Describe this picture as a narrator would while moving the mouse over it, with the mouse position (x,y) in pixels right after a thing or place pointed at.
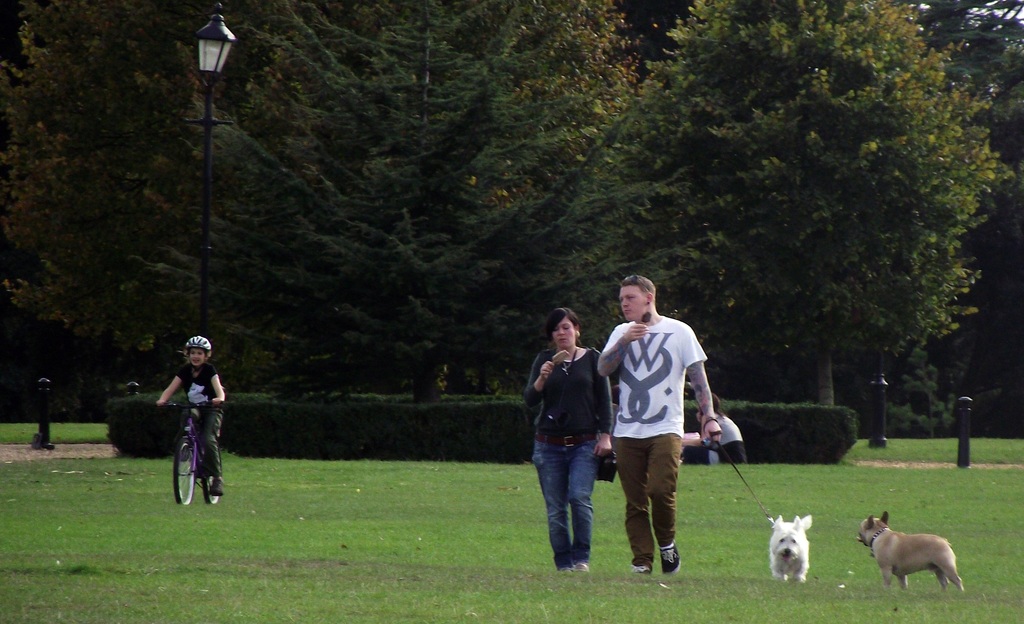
In this picture there is a person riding bicycle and there is a person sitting on the grass (785,514) and there are two persons (681,436) walking and holding the ice creams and there are dogs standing on the grass (900,585). At the back (419,326) there are trees (375,66) and there is a street light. At the bottom (526,502) there is grass (231,502).
